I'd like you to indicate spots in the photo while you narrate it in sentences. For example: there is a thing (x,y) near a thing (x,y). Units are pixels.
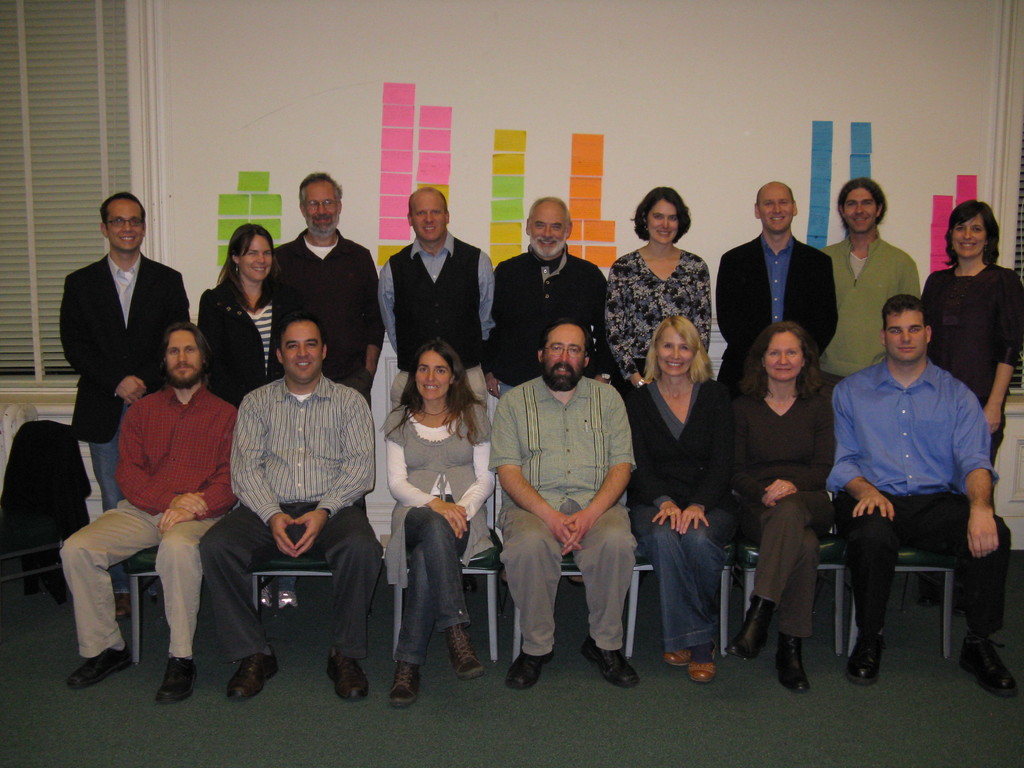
In this image we can see few men (891,405) and women (1005,275) are sitting on chairs (911,552) and few are standing. Behind them white color wall (705,106) is there and papers (817,157) are attached to the wall (183,210). Left side of the image (54,175) window (33,260) is present.
